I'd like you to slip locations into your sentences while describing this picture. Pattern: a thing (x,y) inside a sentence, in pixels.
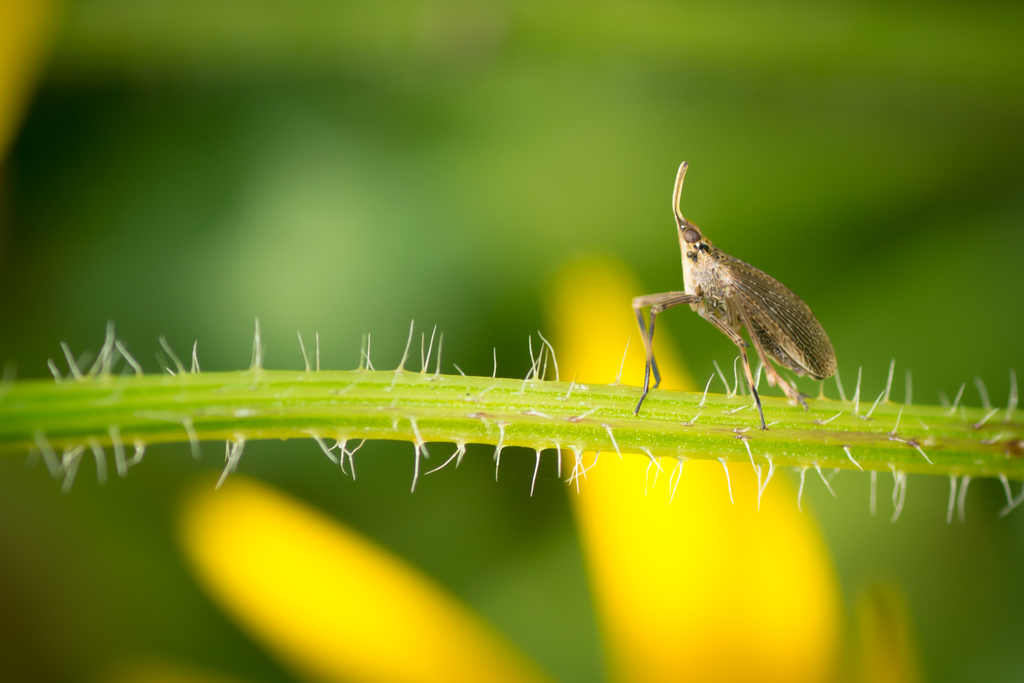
In this picture I can see an insect (748,383) on the stem (972,424) or branch (458,413), there are thorns (536,413), and there is blur background (198,324).
